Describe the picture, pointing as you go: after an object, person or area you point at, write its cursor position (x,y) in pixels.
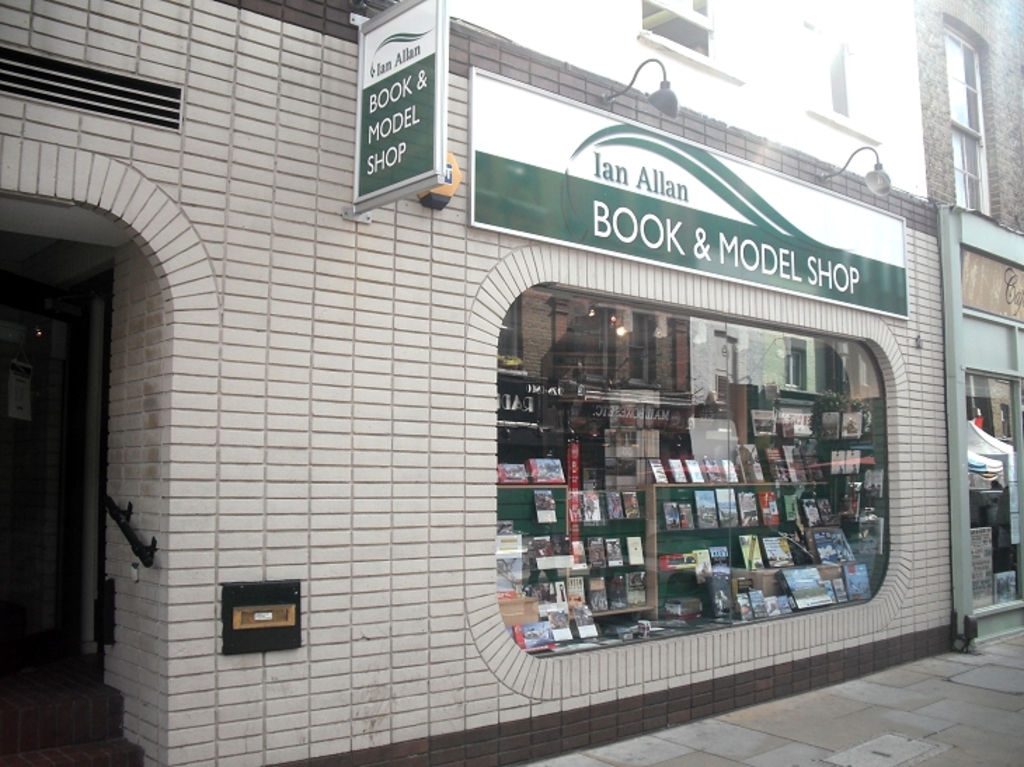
This picture is clicked outside. On the right (991,707) we can see the pavement (747,725). On the left (332,471) there is a building (316,191) and we can see the text (606,213) on the boards (688,222) which are attached to the wall (321,230) of the building (333,453) and we can see the wall mounted lamps (664,92) and we can see the windows (658,31) of the building (769,292) and through the window (656,361) we can see the cabinets (588,574) containing many objects (719,475) and we can see the light (615,328) and some other objects (722,437).
